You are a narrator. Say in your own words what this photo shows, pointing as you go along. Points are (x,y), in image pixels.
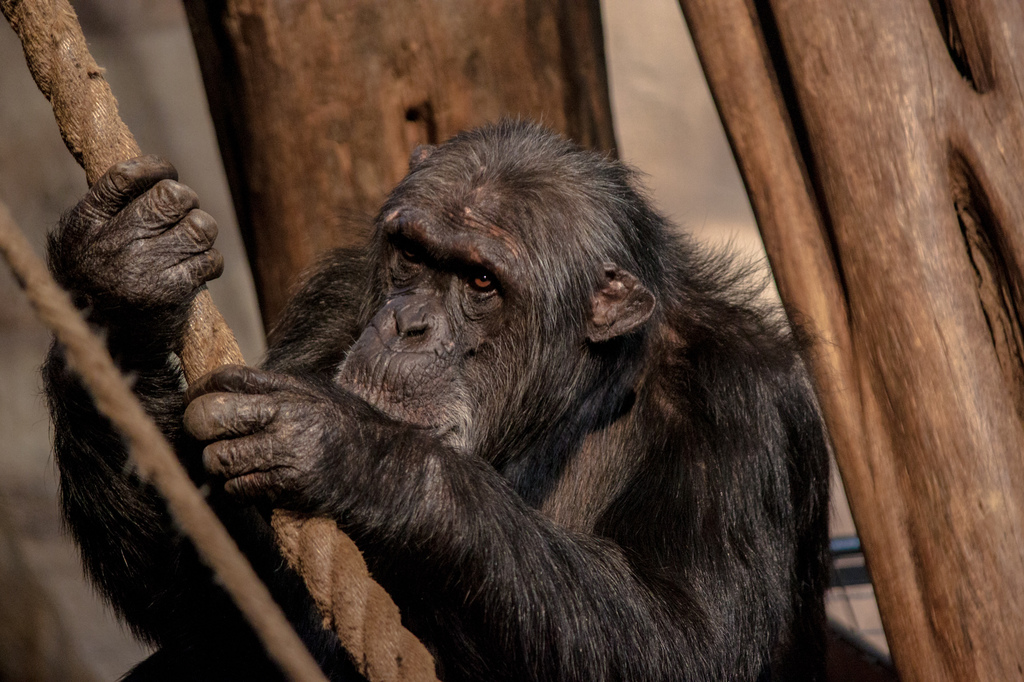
In this picture there is a chimpanzee (457,451) holding the rope (359,643). At the back (383,4) there are trees (784,160). On the left side of the image (325,531) there are ropes (287,536).
